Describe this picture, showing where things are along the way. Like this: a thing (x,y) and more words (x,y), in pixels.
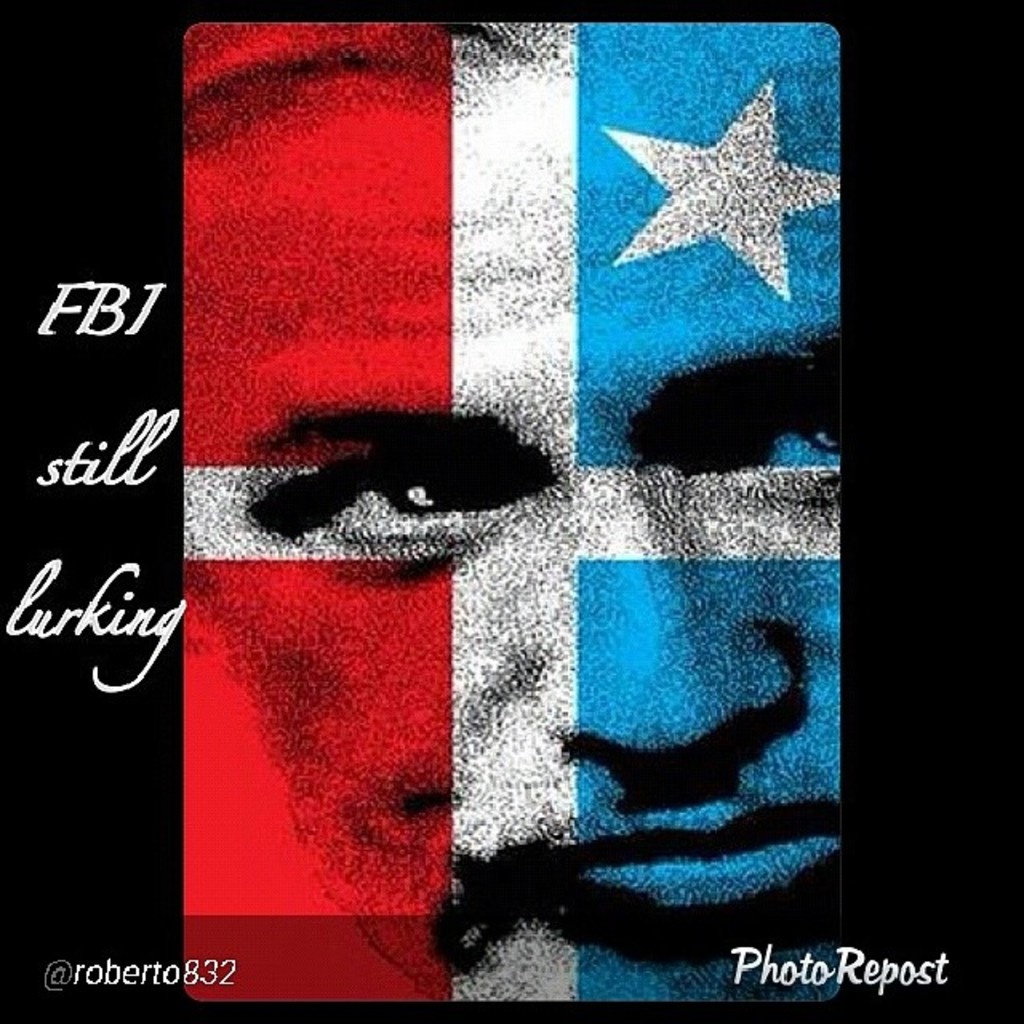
In this image I can see a poster (338,536). On the poster (560,774) there is a face (582,765), there is a star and there is some text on it. And at the bottom of the image (798,960) there are two watermarks (786,969).
